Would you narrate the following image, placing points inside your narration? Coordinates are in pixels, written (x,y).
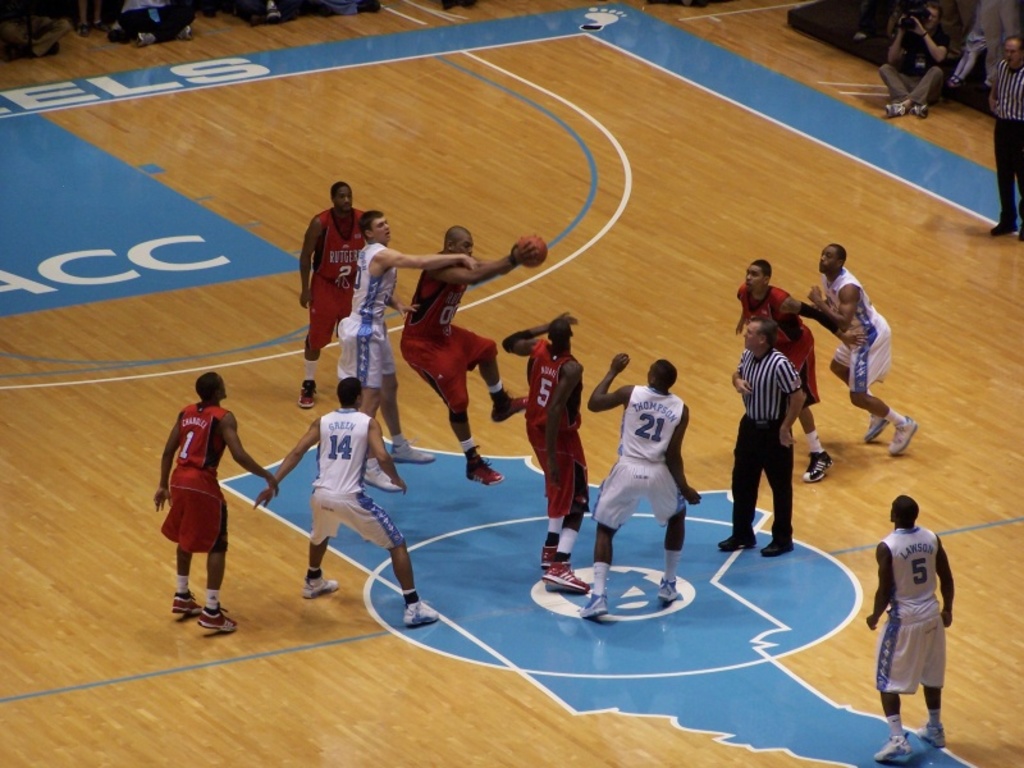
In this image there are people (352,479) playing basketball and they are wearing red and white shorts (203,511) with t shirts (341,449). At the bottom (255,664) floor (308,710) is visible. There is also a man (906,52) with camera (919,16).
